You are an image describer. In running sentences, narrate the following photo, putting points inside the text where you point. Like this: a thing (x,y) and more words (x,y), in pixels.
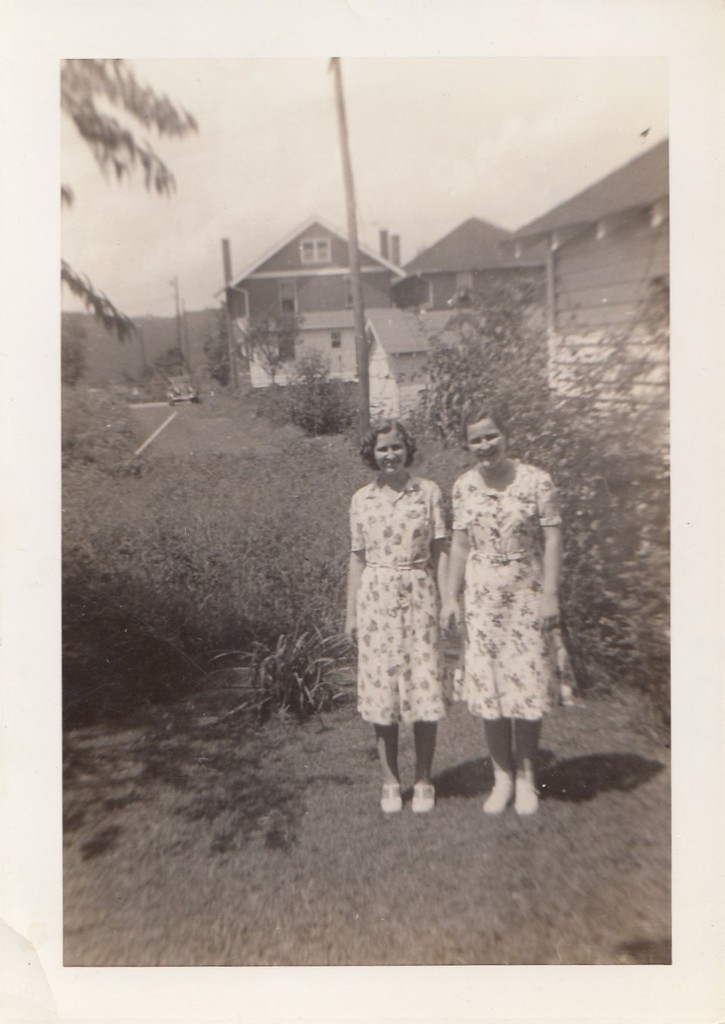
This is an old black and white image. I can see two women (405,582) standing and smiling. These are the bushes (238,545) and trees (174,353). I can see the houses (316,315) with the windows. I think these are the poles (364,362).
